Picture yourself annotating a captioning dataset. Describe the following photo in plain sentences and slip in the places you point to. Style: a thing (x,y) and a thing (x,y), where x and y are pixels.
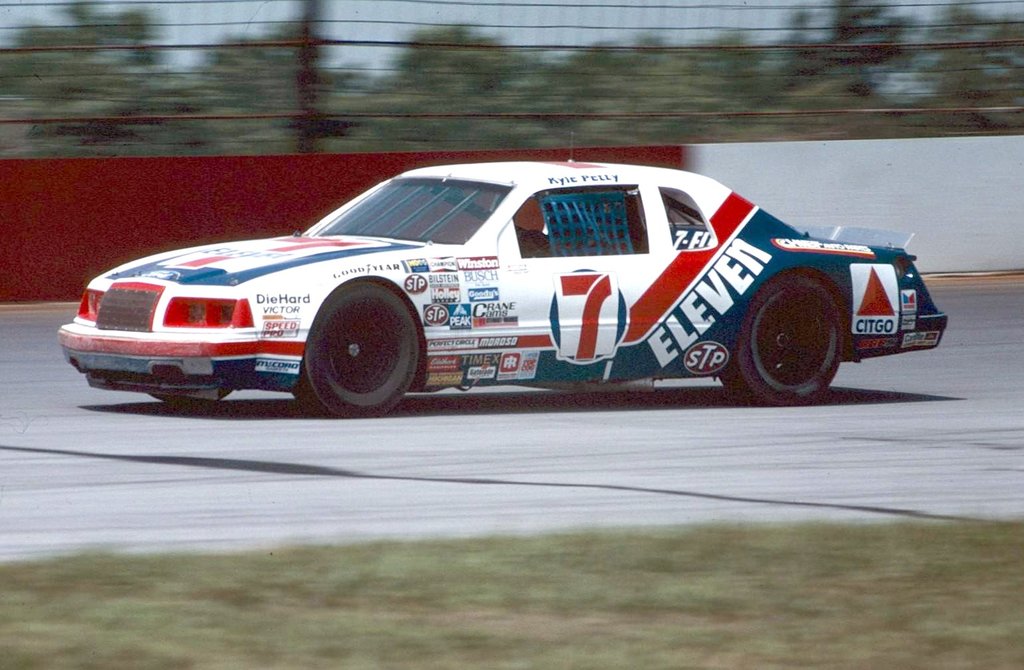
In this picture I can see a car (528,298) moving on the road (570,437) and I can see a wall (1009,247) and few trees (638,145) and grass (653,590) on the ground (650,586).
